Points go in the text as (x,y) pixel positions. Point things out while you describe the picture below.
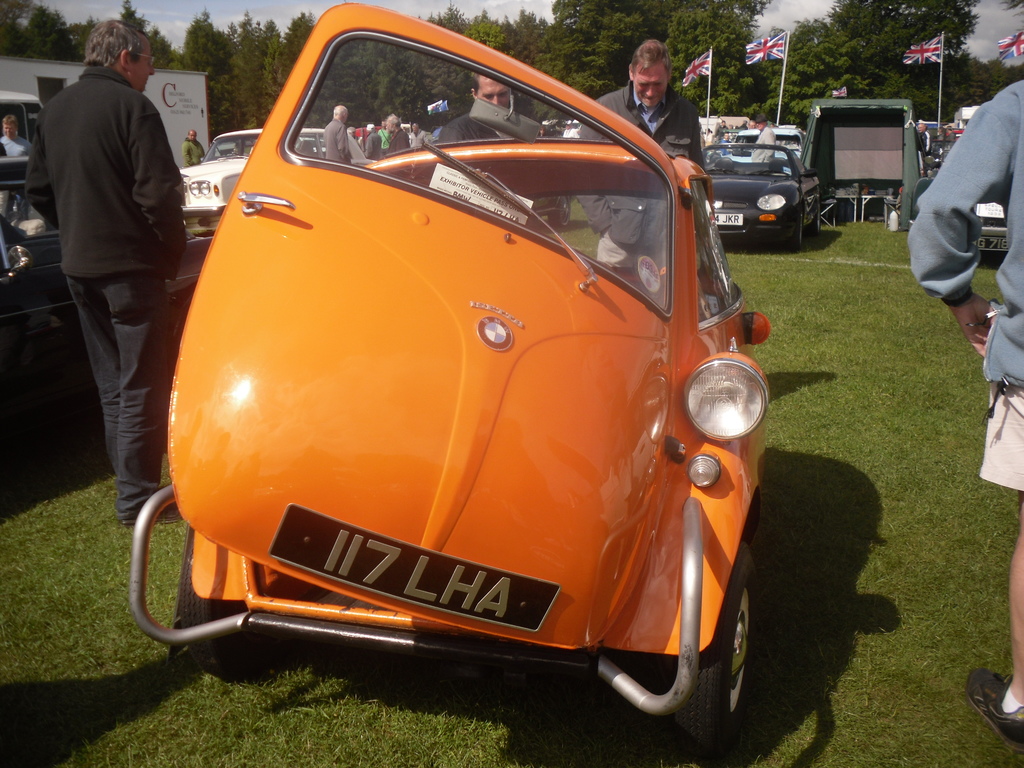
These persons (1010,214) are standing and we can see vehicles (618,227) on the grass (763,545). Background (981,68) we can see people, flags (1018,46) with sticks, trees (974,82) and sky (303,7).
